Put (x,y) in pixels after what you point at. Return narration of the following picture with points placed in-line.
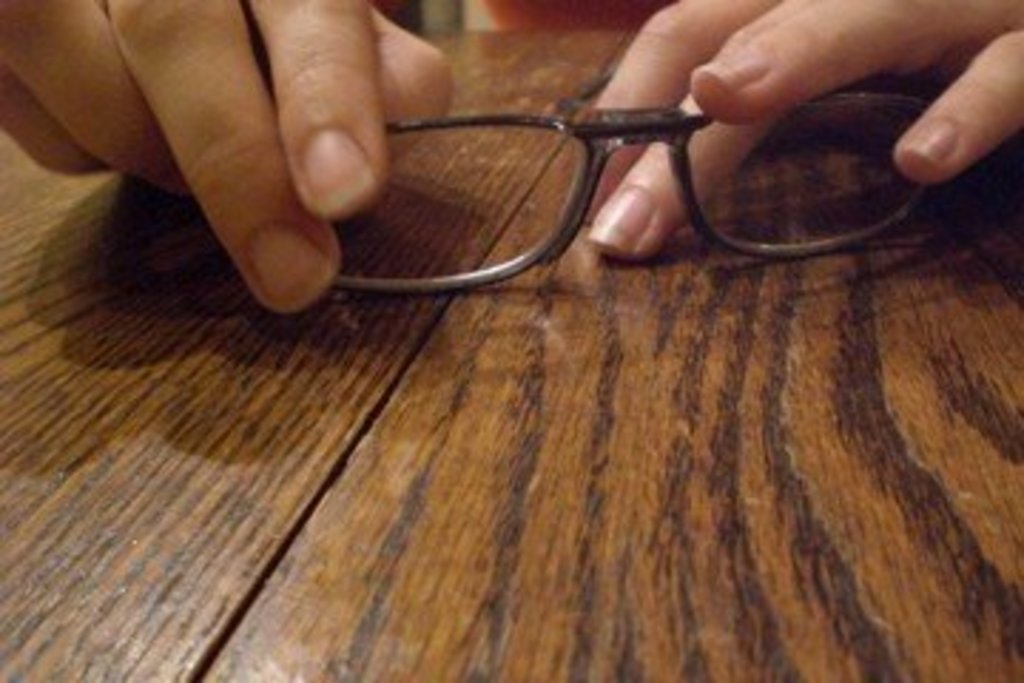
In the picture we can see a wooden table (742,611) on it we can see a person hand (101,120) holding an optical (713,185).
